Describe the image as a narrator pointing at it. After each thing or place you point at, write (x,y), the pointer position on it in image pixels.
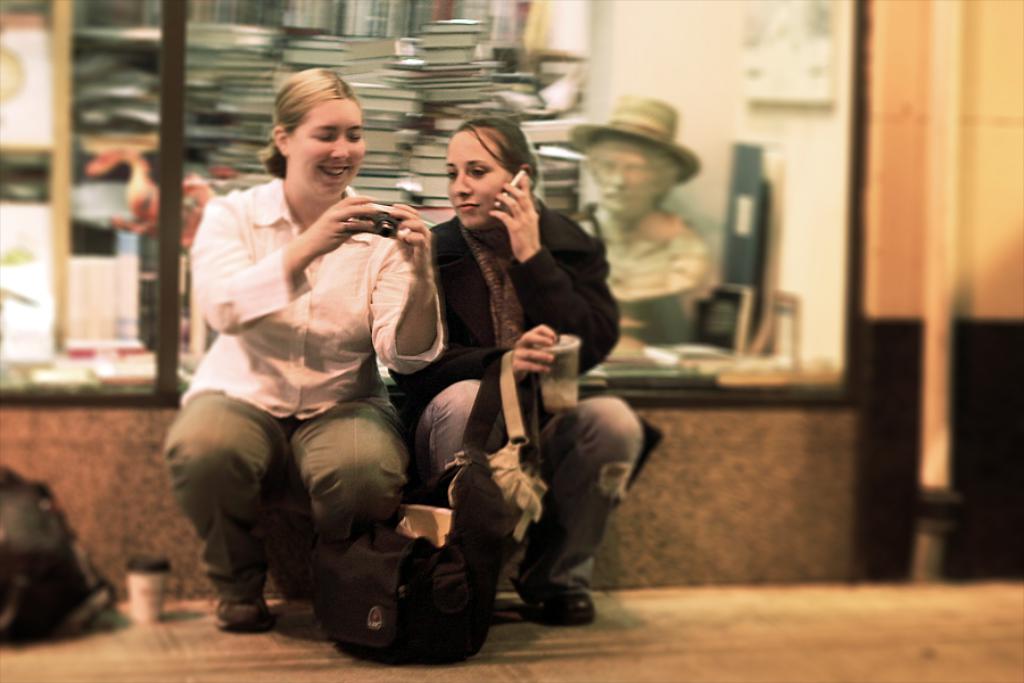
In the foreground of this image (474,336), there are two women (416,316) sitting on a ledge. One is holding a camera (392,224) and another is holding a black bag (411,578). In the background (209,90), there is a glass (488,112) and behind it there are books (376,56), sculpture (674,186) and few objects (568,153).
